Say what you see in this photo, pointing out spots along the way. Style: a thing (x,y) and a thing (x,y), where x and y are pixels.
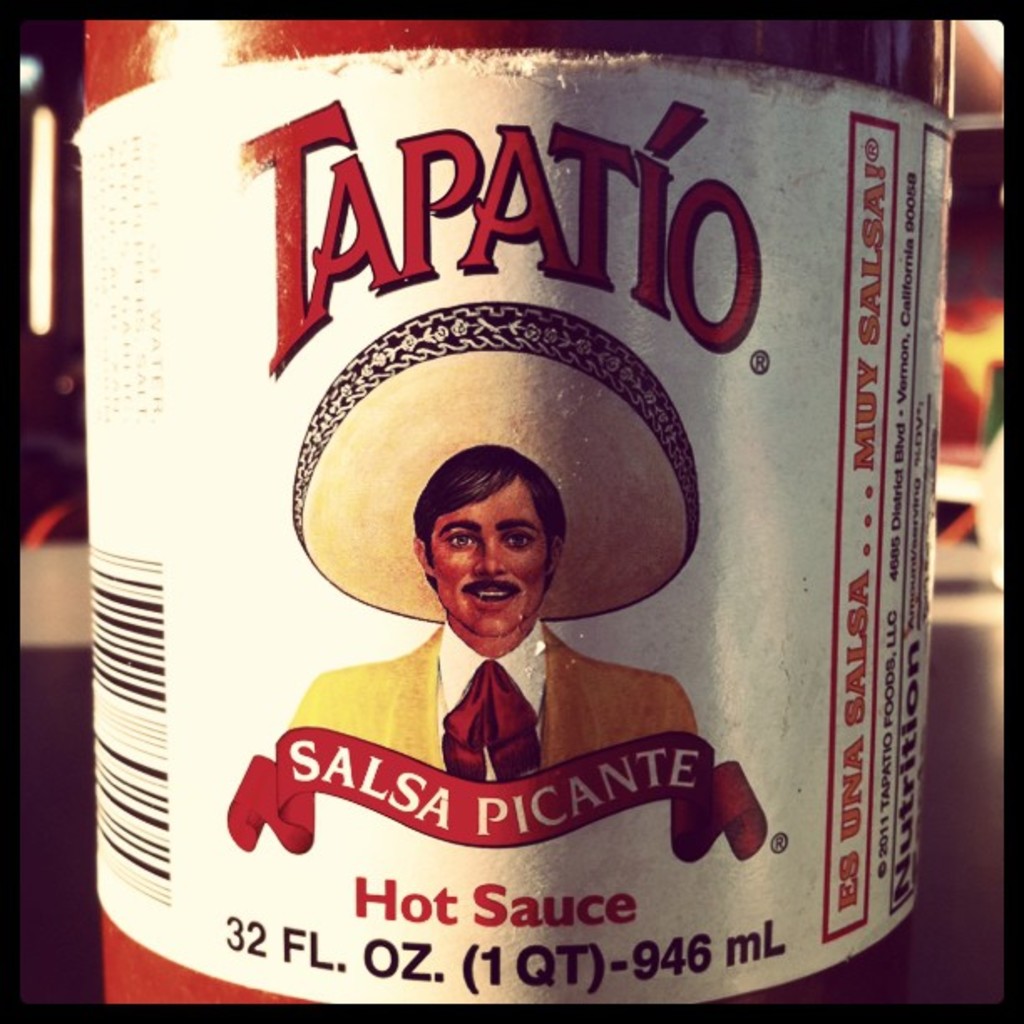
In the picture we can see a sauce bottle (391,664) which is placed on the table (964,664) with a cover (155,306) on it and the name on it, we can see Tapatio and a man's image (433,736) under it.
